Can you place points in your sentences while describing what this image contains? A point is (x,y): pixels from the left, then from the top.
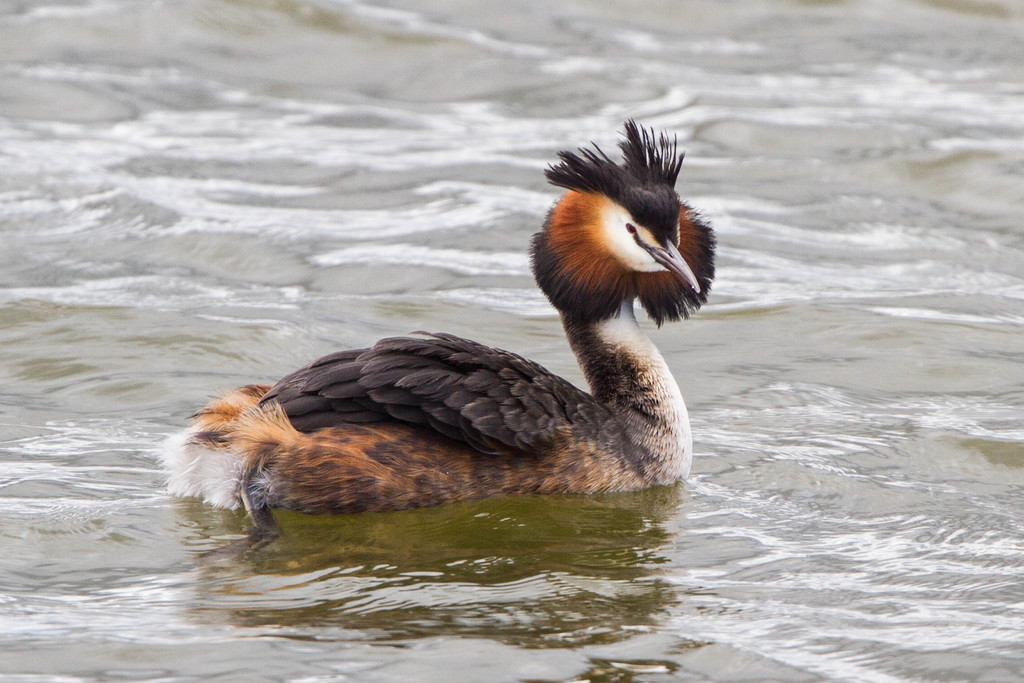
In the middle of the picture (623,425), we see a bird (623,425) which looks like a duck (649,455) is swimming in the water (344,521) and this water (505,553) might be in the pond (755,492). It has a long beak (695,287) and it is in black and brown color.
